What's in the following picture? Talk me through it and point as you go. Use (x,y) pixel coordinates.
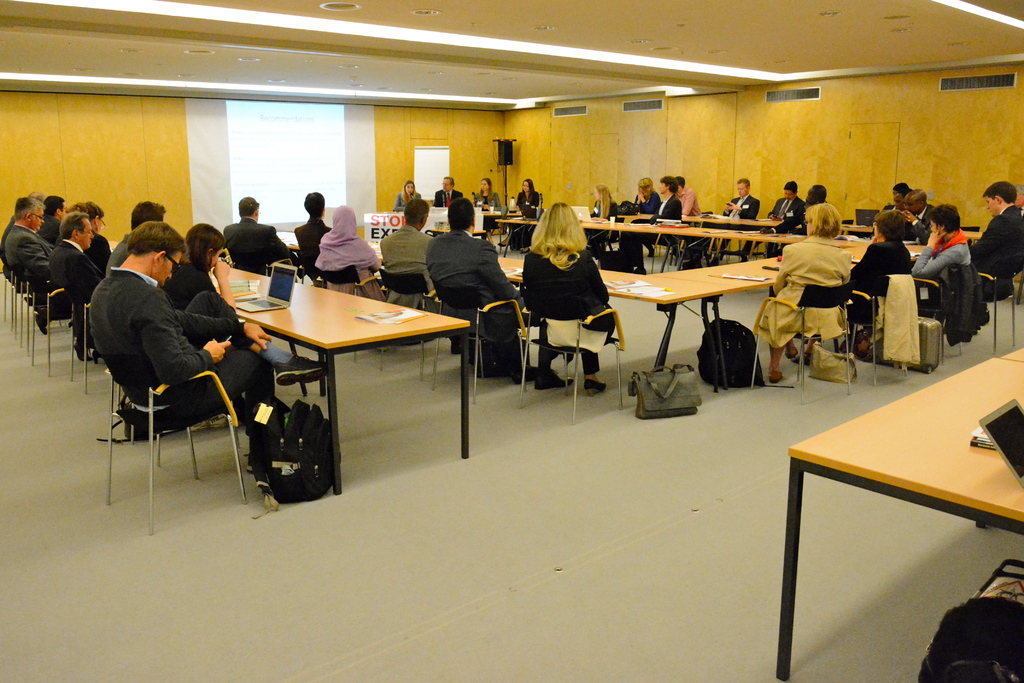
This is a picture taken in a room (656,331), there are a group of people (515,294) sitting on chairs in front of these people (177,250) there is a tables (355,323) on the table (354,324) there are books (376,314), laptops (277,296), cups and paper (398,315). In front of these people (463,207) there is a banner (385,232), speaker (501,161) with stand (503,173), wall (641,154) and a projector screen (287,148). There are ceiling lights (328,27) on the top (464,37).
